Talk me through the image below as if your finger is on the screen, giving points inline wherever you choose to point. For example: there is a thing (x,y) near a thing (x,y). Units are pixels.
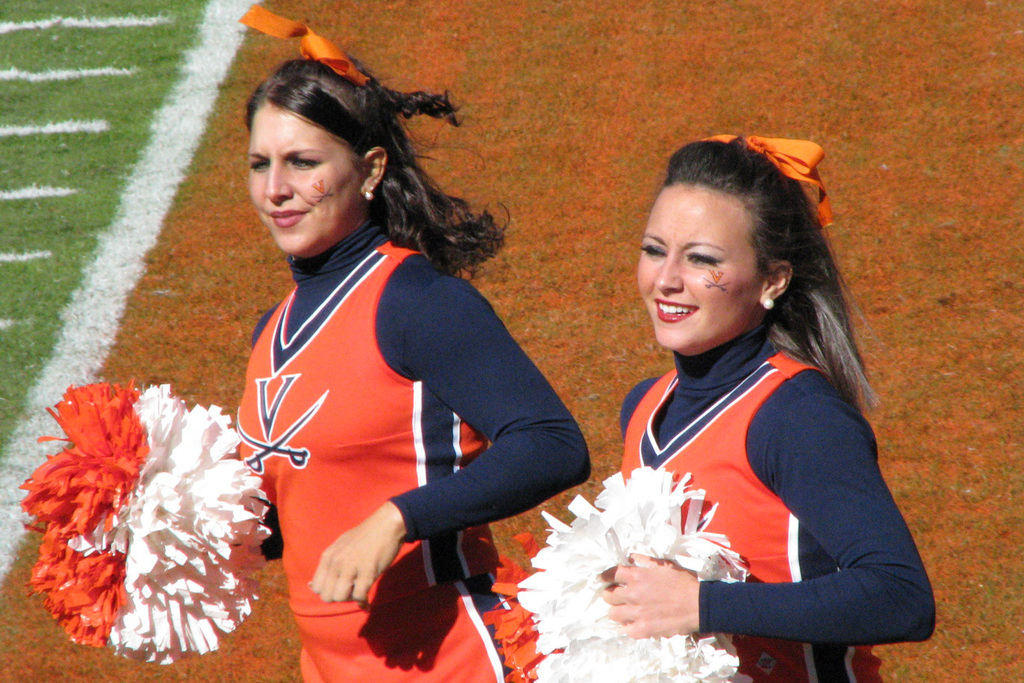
In this image there are 2 beautiful girls (545,414), they wore orange color t-shirts (457,552) and holding white and orange color flowers (256,538) made up of paper (259,533).
